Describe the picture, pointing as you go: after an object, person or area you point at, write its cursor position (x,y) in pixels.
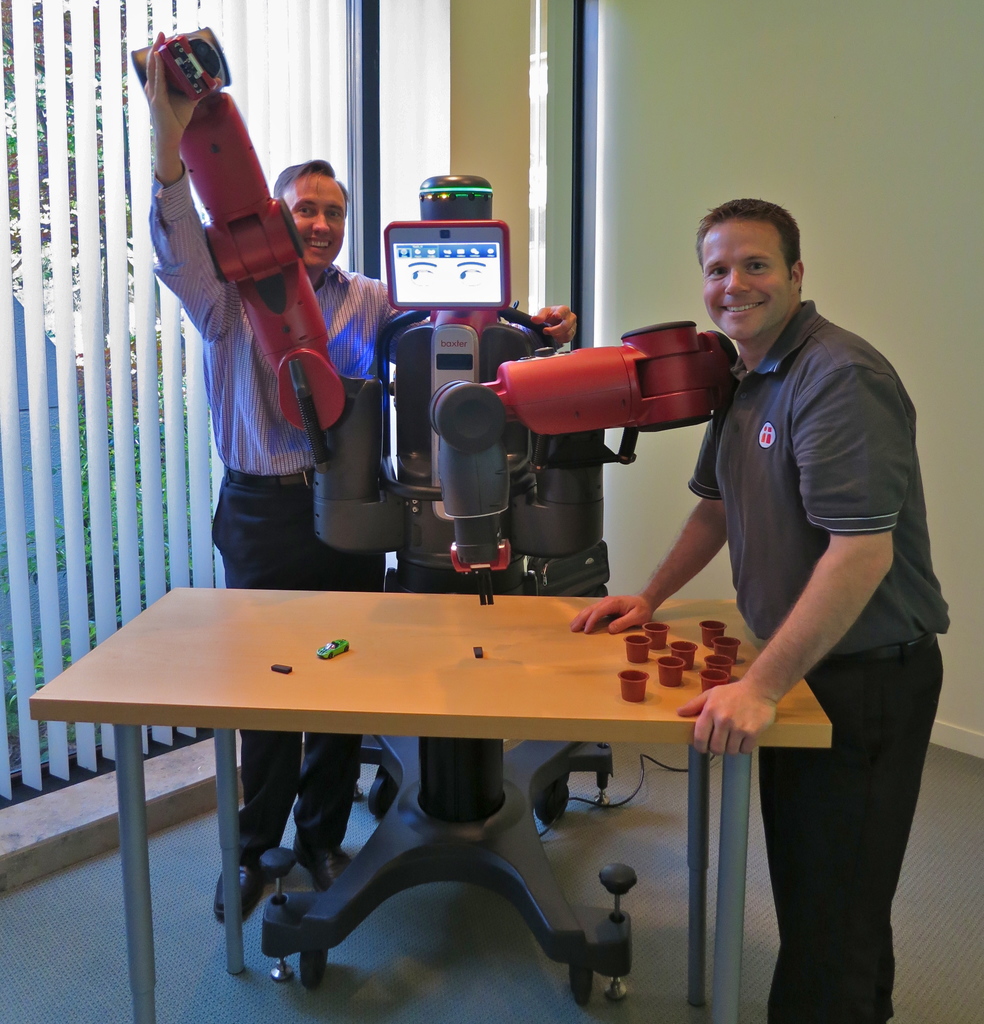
Here we can see 2 peoples (836,620) are standing near table (519,703). In the middle (457,493), we can see some machine (485,406). On the left side (85,415), we can see window shade (119,431) and glass window (114,459). Here right side (906,166), cream wall (904,215). The background (115,519), we can see few trees (43,193). And the floor (113,960) here. On top of table (578,674), we can found some cups (678,668) and toy (334,643).
